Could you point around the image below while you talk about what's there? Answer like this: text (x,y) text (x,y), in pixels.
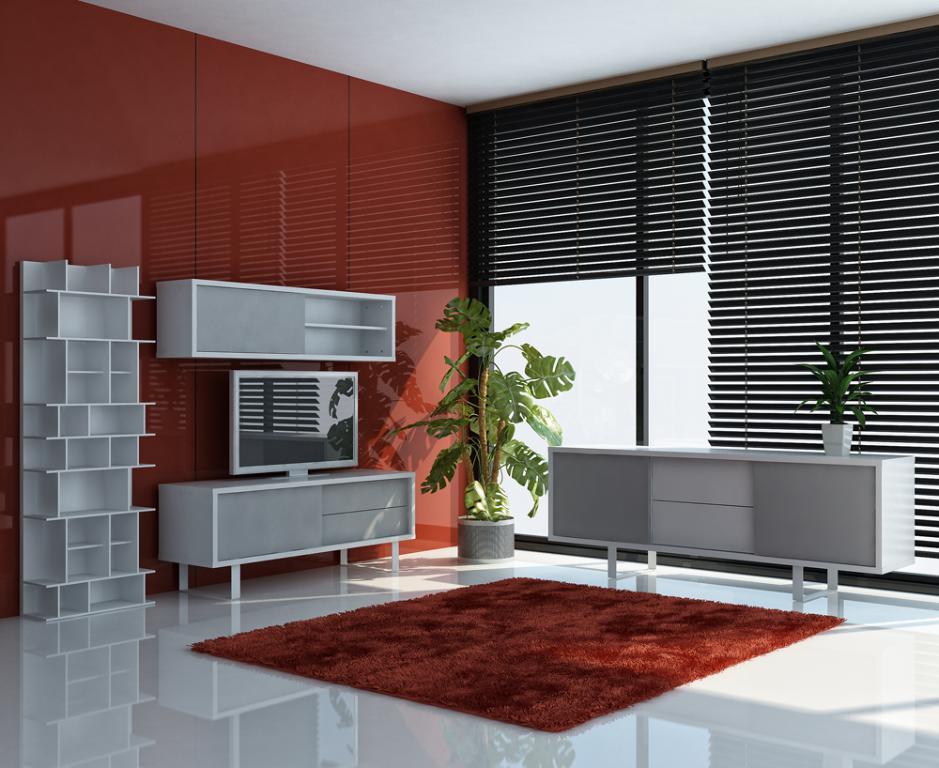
In this picture I can see the shelves (338,344) which is placed near to the red wall (258,262). On the table (234,566) I can see the televisions screen (266,449). In the center (470,308) I can see the plants (508,381) and pot (501,527). Beside that I can see the door (647,387) and glass partition (653,372). On the door (676,346) I can see the blinds (716,247) which is hanging from the roof (478,61). On the right (868,349) there is another pot (845,426) & plant (840,378) which is kept on the white table (745,536). At the bottom (504,611) there is a red carpet (510,661) which is placed on the floor (376,694).
